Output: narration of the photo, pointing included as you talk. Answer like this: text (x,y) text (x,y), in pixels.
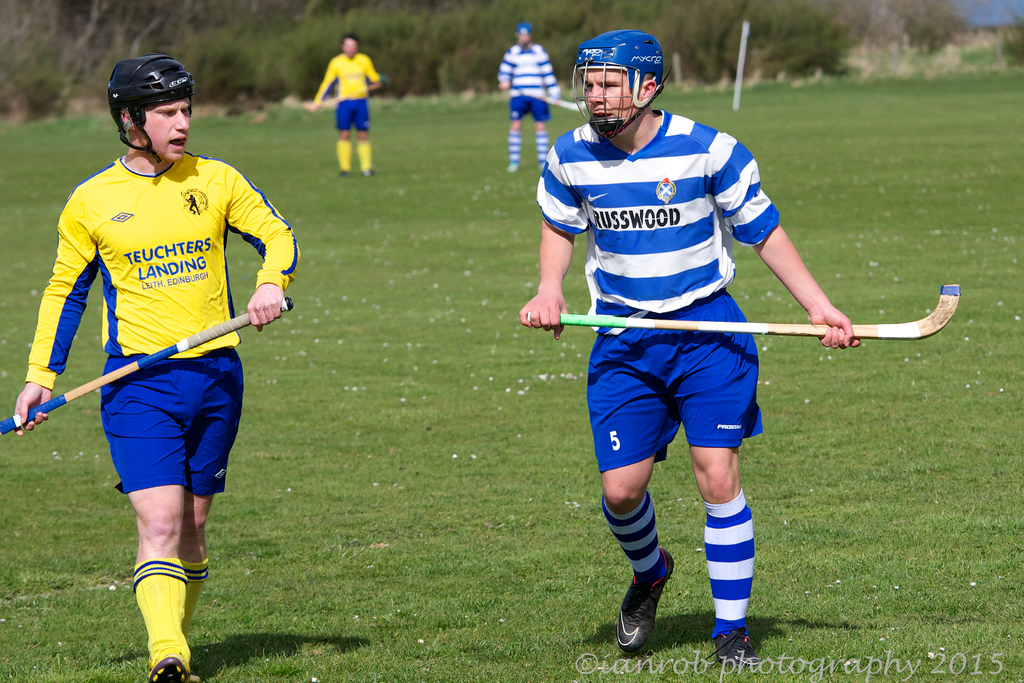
In this image we can see two persons (113,206), hockey stick (244,321) and other objects (695,156). In the background of the image (842,229) there are persons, grass (459,161), the sky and other objects (402,32). At the bottom of the image (822,620) there is the grass (1002,270). On the image there is a watermark (803,670).
